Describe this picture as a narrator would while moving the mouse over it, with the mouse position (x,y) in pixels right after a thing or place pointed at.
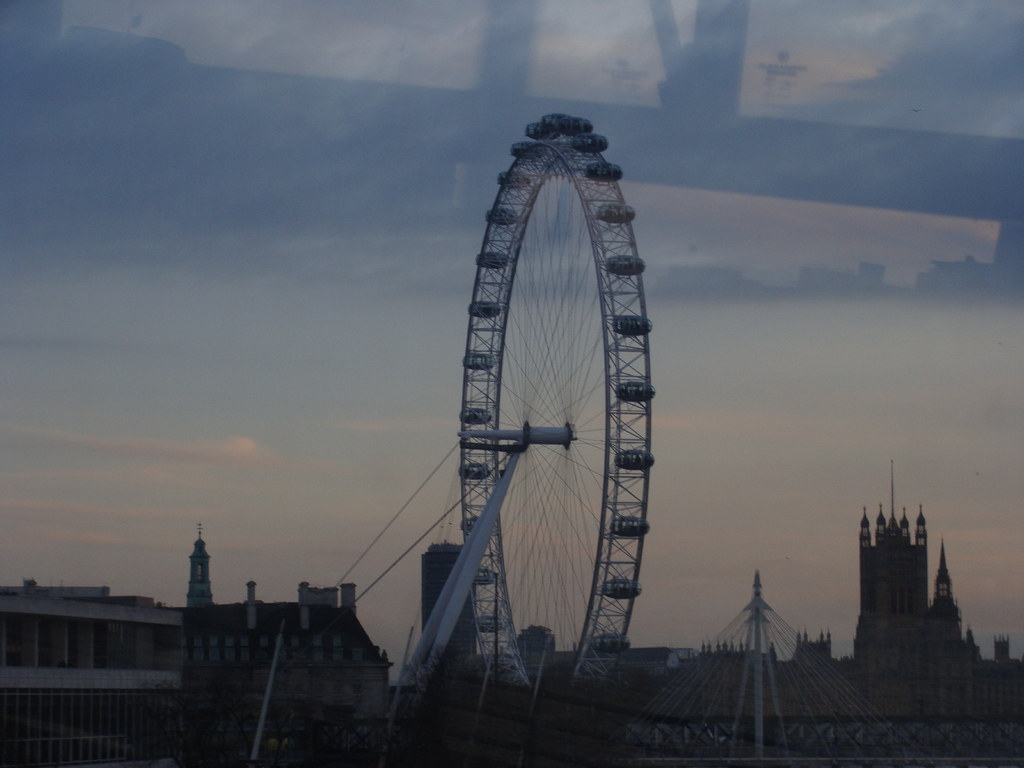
In this image there is a giant wheel (630,445) in the center (571,478). On the either sides of the giant wheel (498,667) there are buildings (846,684). At the top (729,88) there is the sky (228,290).
